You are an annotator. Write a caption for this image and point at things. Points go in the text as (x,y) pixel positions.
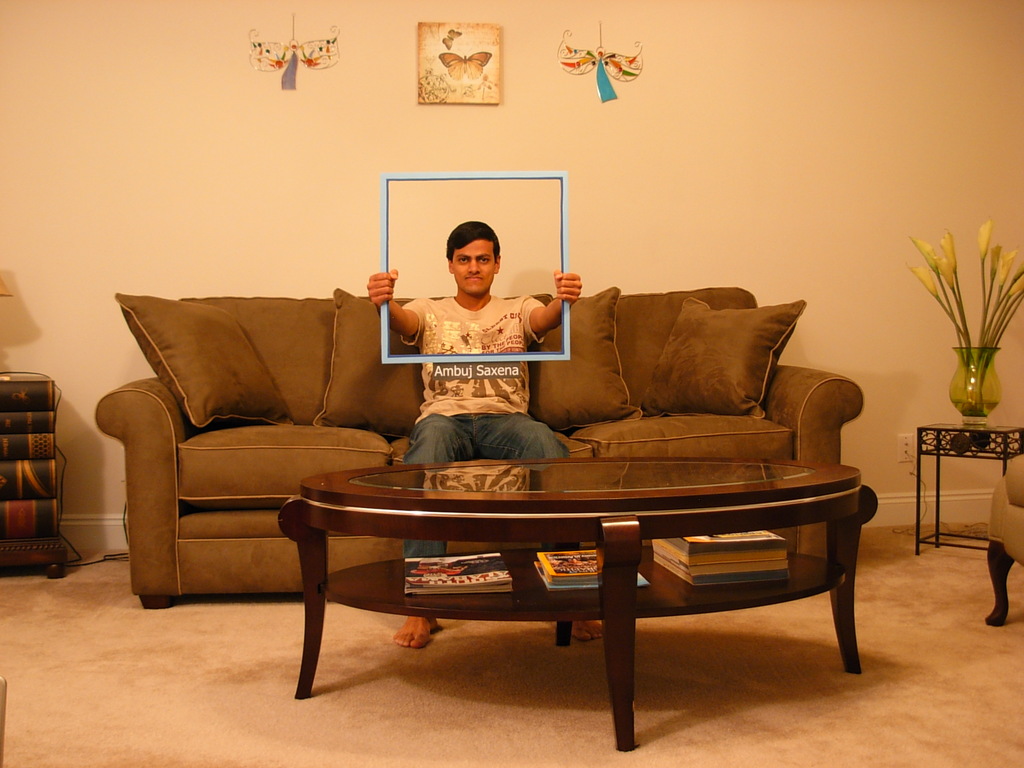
This image is taken inside a room (363,637). In the right side of the image (974,401) there is a stool (940,449) and a flower vase (979,420) with flowers (999,290) in it. In the left side of the image (17,492) there is a table (35,465) and a lamp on it. In the middle of the image (648,395) there is a sofa (224,558) and a table (499,504) books (741,562) on it and a man (497,389) is sitting on a sofa (390,378) holding a frame (528,356). At the background (529,231) there is a wall (556,244) with butterfly toys (605,83) and frame (452,64). At the bottom of the image (339,720) there is a floor (390,734) with mat (422,712).
